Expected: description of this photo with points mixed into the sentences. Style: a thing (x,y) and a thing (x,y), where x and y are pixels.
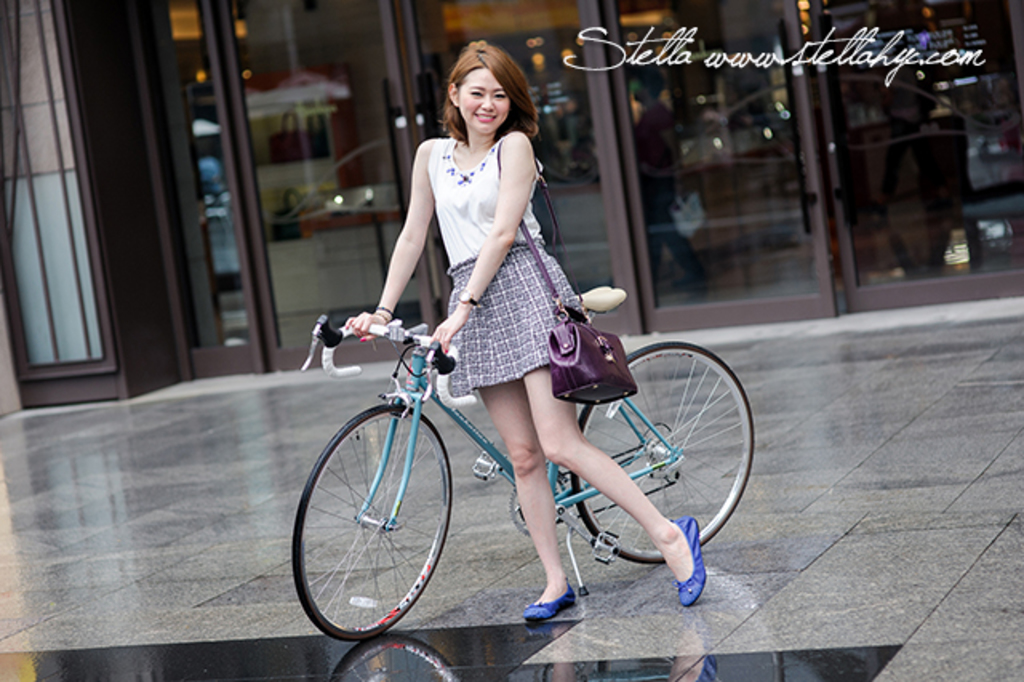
In this image we can see a woman (533,481) standing on the floor (711,496) holding a bicycle (700,489). On the backside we can see the glass windows (668,216), lights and some people (654,217) standing.
